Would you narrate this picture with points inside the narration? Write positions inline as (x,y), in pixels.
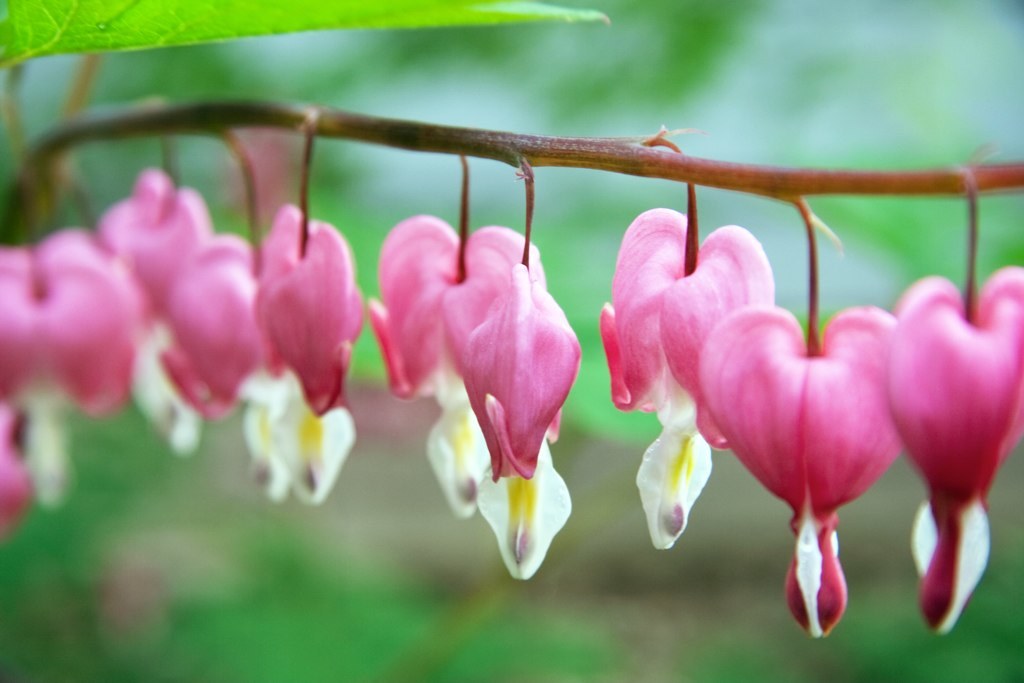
In this picture we can see the flowers (960,424) in the plant (659,160). At the top (472,17) we can see the leaf (520,3).
